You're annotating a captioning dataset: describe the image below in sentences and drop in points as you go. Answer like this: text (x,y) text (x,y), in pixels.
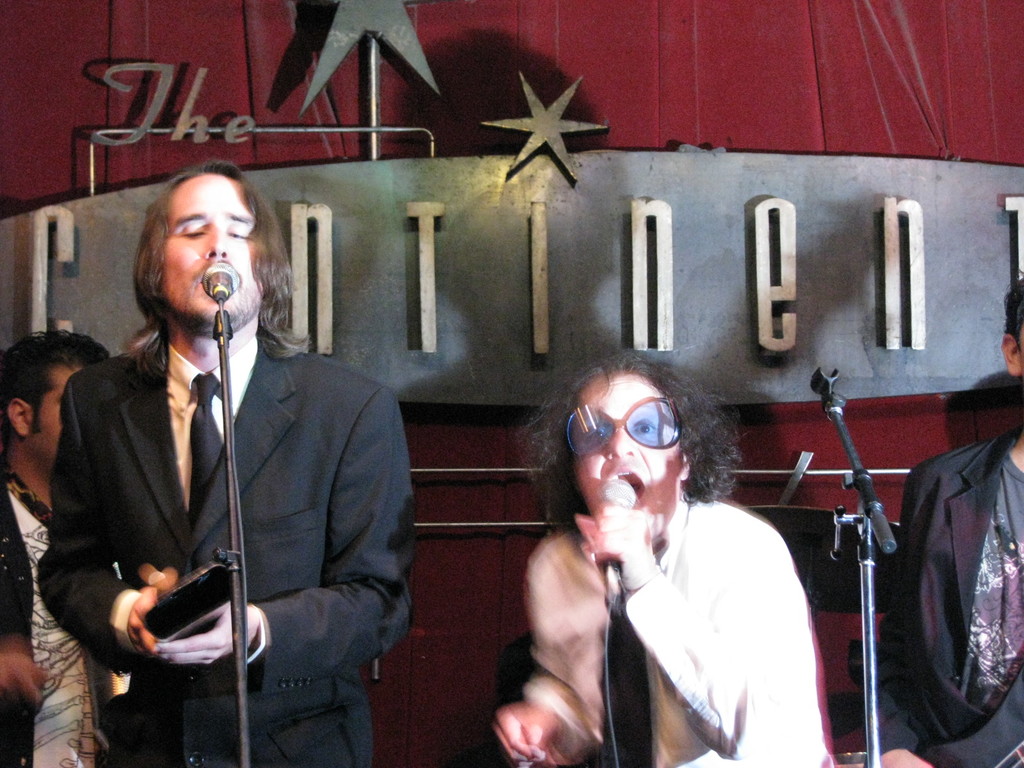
In this image there are four persons (1016,358) in it. At the background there is a text (328,252) and with a star symbol (575,127) on it. In the left side of the image (139,339) there are two persons (70,561) and one person (141,489) is standing and talking in a mic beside him there is a woman (698,574) singing with a mic (621,490). In the right side of the image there is another person (970,521).
